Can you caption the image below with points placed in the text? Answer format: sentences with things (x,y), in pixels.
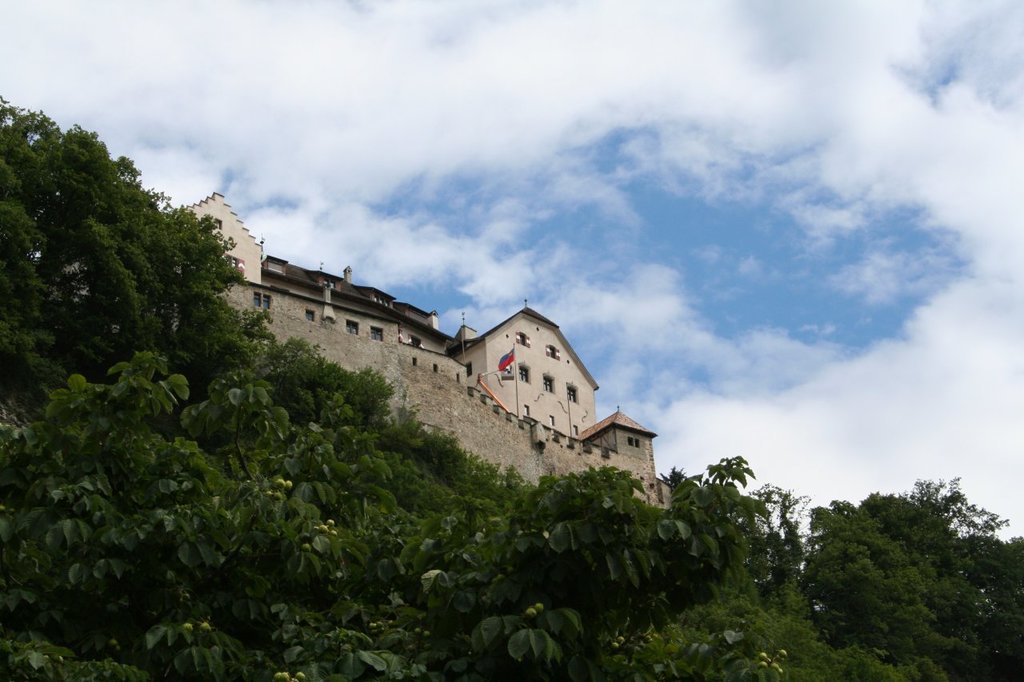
In the image in the center (398,236), we can see the sky (544,220), clouds (979,494), trees (184,398), windows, one building (544,320) and the flag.
